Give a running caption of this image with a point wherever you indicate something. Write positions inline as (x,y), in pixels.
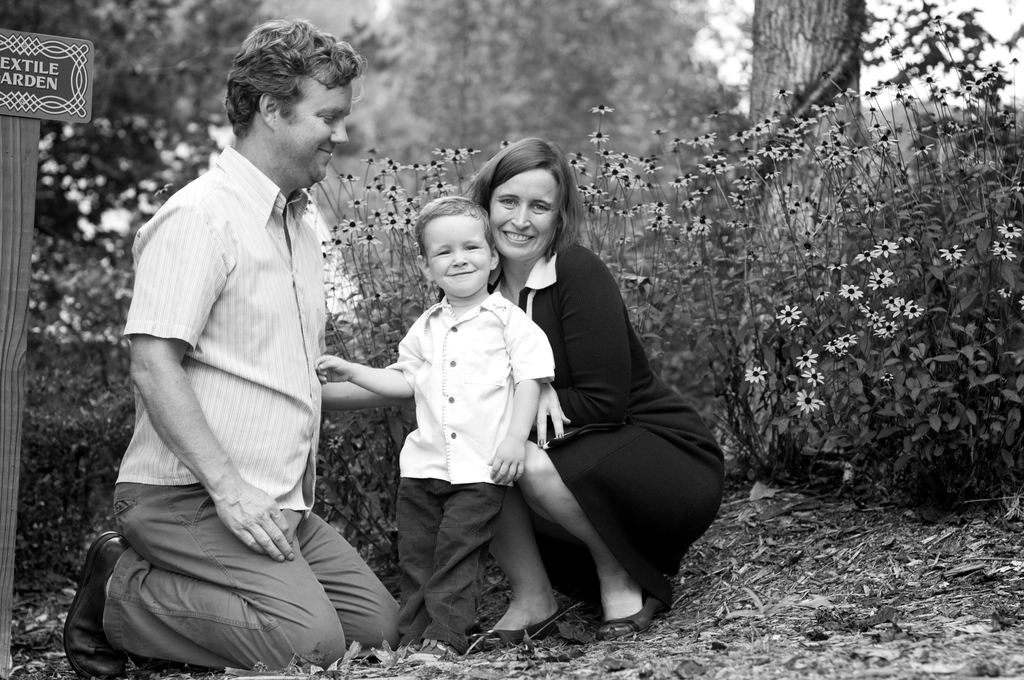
In this image I can see three persons (603,352) and I can see plants (410,213) and flowers (796,133) and trunk (818,55) of tree (815,133) and I can see a board (13,79) attached to the pole (21,187) on the left side (65,70).
